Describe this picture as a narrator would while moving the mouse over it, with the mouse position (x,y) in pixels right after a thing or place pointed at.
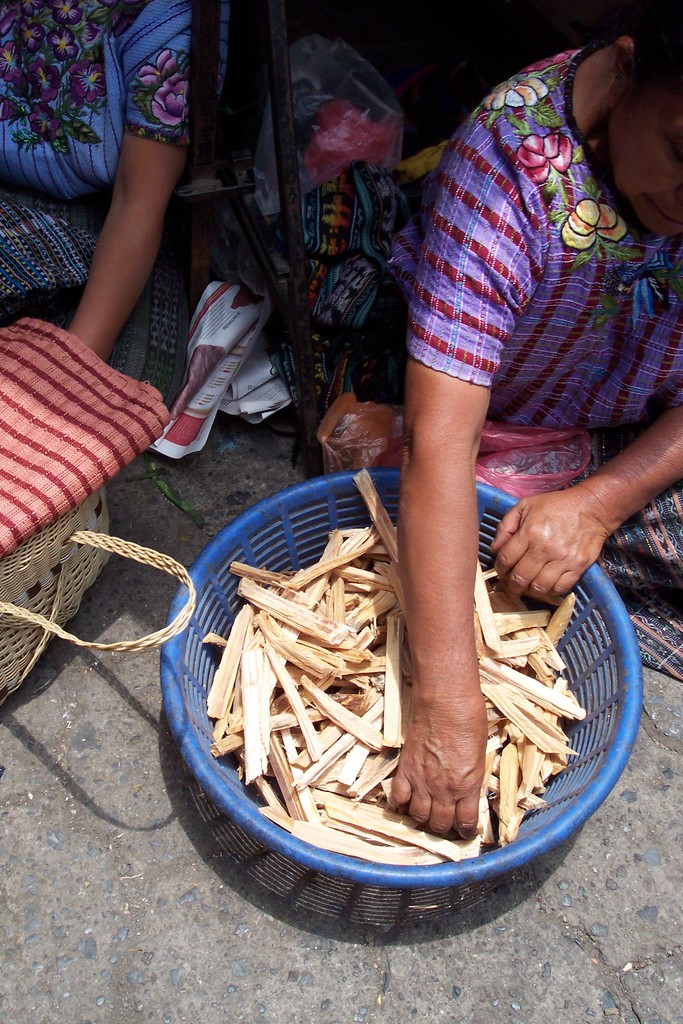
In this image we can see ladies (647,410) sitting on the floor (140,537). There is a basket (383,734) with some item (404,660). Also there is another basket (71,569). On the top of the basket (47,586) there is another object (75,423). And there are plastic covers (389,426), papers (223,325) and stand (290,203).
